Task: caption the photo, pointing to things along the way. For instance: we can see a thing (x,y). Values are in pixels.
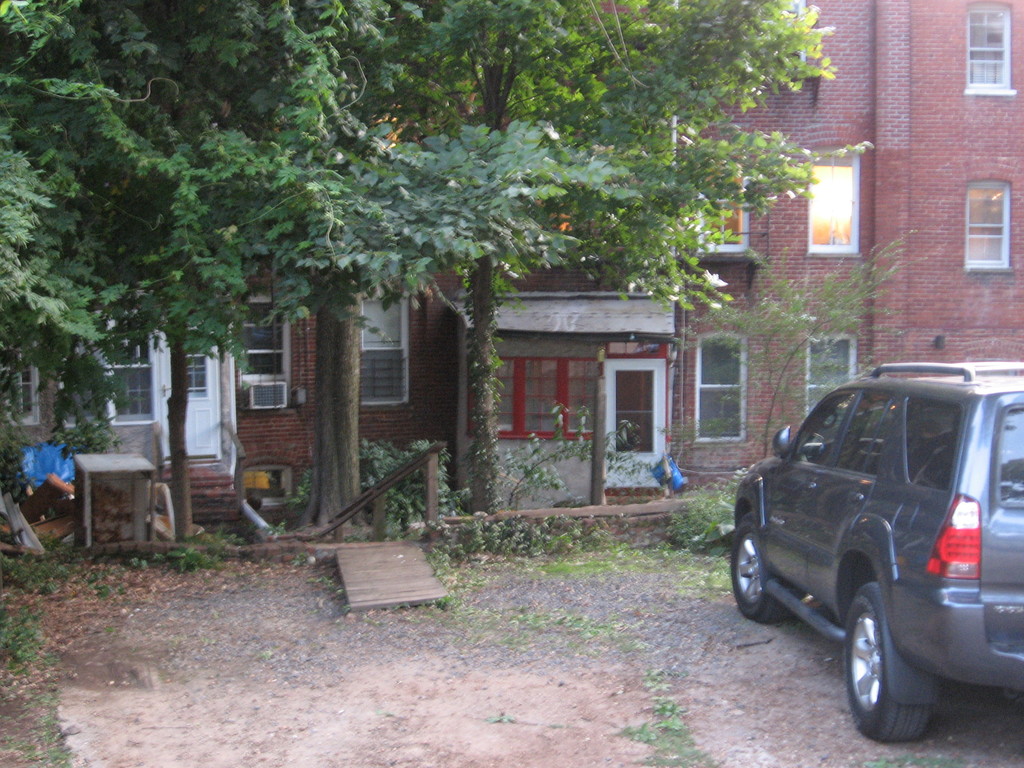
In the image on the right side (849,501) there is a car (849,501). And on the left side (167,540) the image on the ground (205,571) there are few things (102,493) and also there is a tree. Behind the tree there is building (781,396) with walls (778,375), windows (980,232) and doors (652,441). And also there is an air conditioner (270,385).
